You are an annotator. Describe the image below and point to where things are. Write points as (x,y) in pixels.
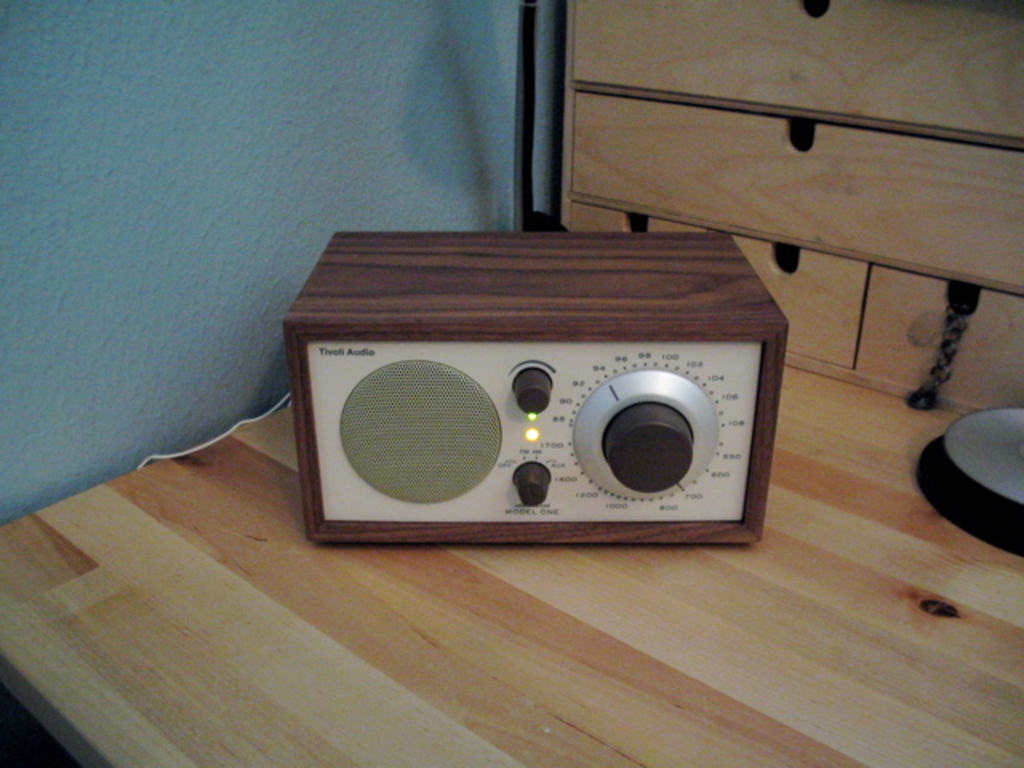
Here in this picture we can see an audio equipment (427,315) present on a table (610,633).
